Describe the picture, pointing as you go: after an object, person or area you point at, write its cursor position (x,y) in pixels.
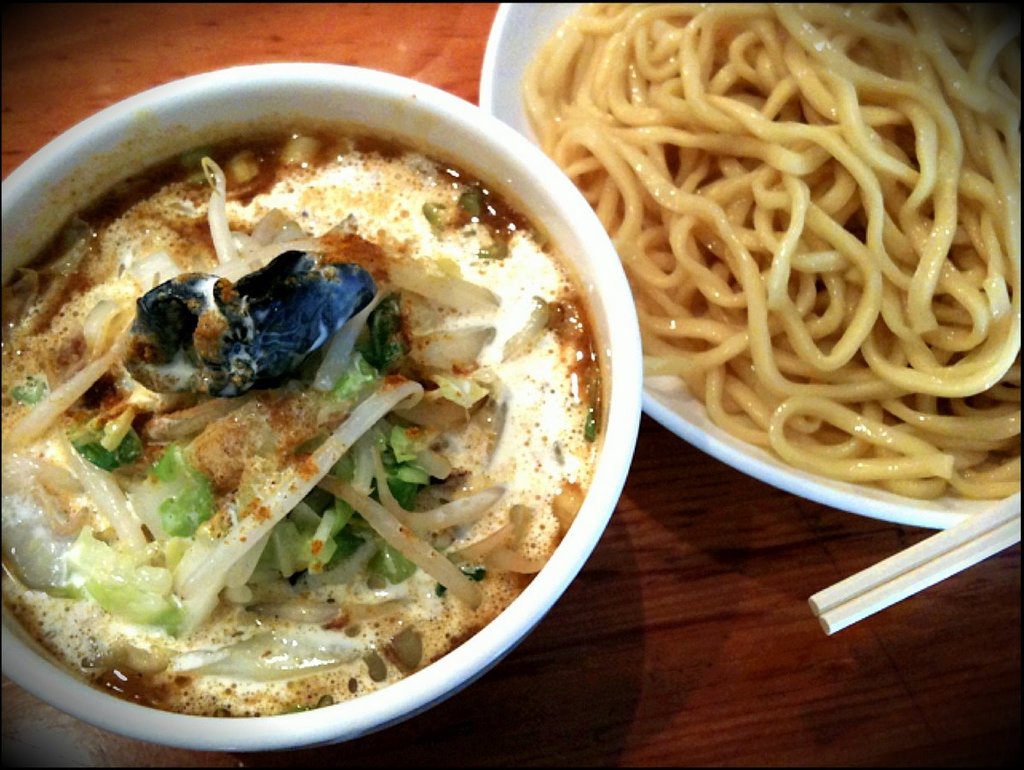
In this image we can see some food (339,409) in two bowls (697,348). There are two chopsticks (914,580) in the image. We can see food bowls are placed on the wooden surface (646,650).
